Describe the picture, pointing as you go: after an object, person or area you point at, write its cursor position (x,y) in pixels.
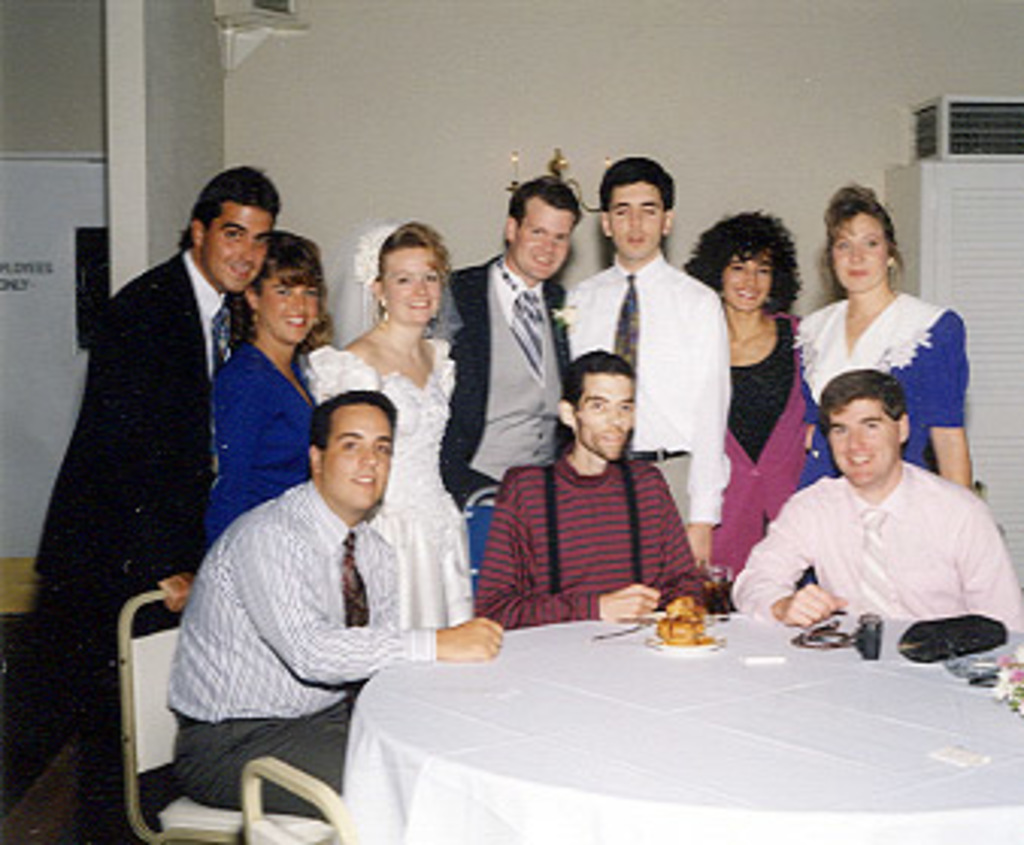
In this picture we can see some people (509,361) standing and some are sitting on chairs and they most are smiling and in front of them there is table (974,796) and on table (974,796) we can see some items (720,608) and background (749,95) we can see wall (439,100).
